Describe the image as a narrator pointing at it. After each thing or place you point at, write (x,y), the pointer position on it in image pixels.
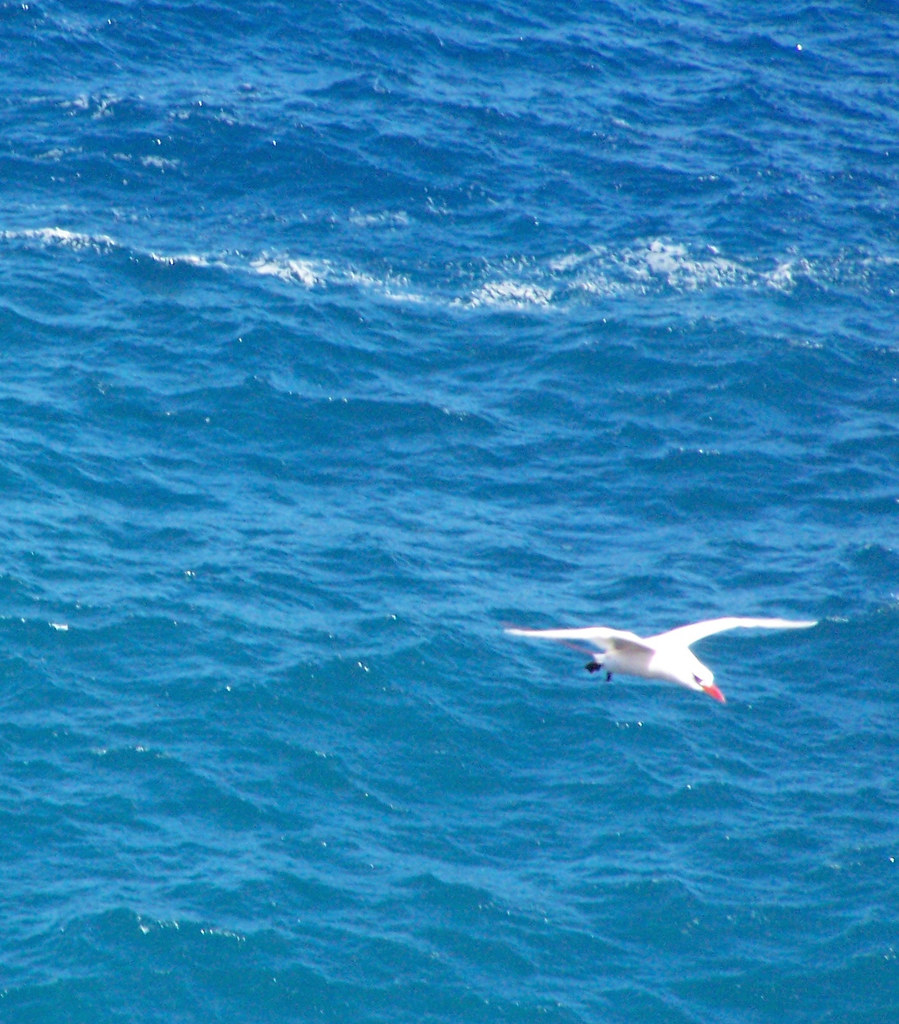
In this image there is a bird (632,659). In the background (365,709) we can see water (296,657).
